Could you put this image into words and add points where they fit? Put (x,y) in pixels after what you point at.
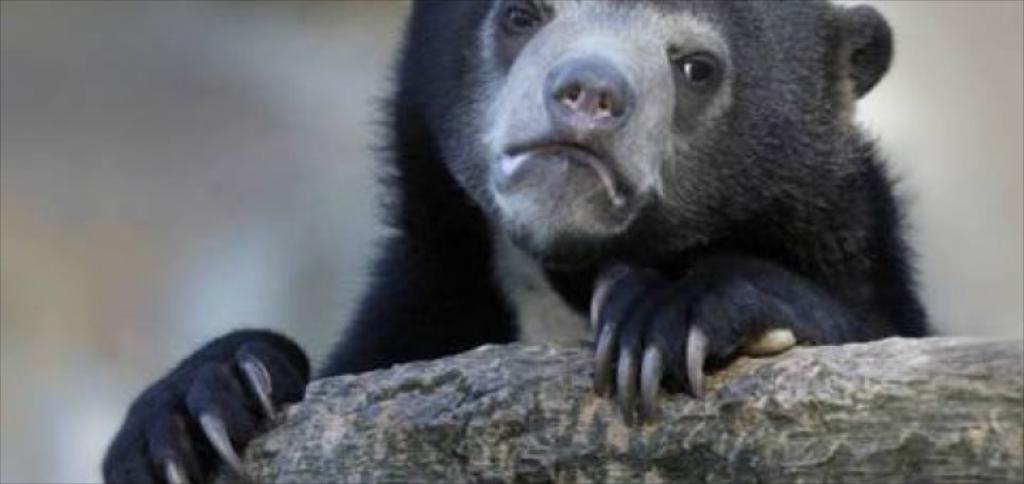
In this image, we can see an animal (476,53) holding an object (938,401) and the background (967,193) is blurred.
